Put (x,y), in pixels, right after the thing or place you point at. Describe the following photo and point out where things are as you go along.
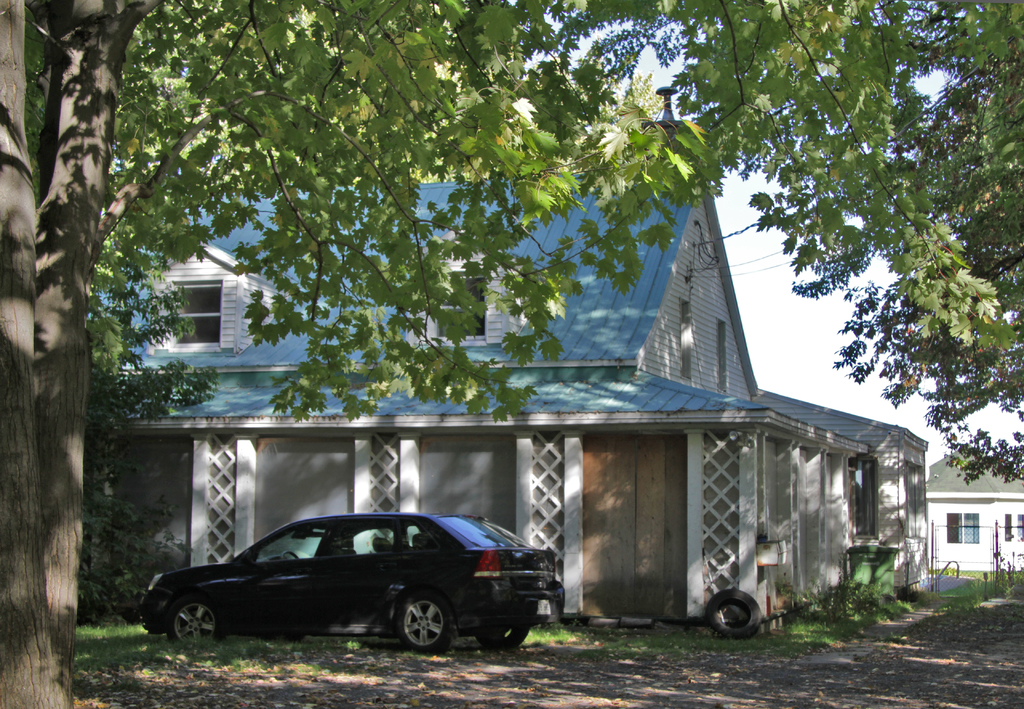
In this image I can see on the left side (193,607) there is a car (368,611), in the middle (671,320) there are houses (683,404). There are trees (1016,259) on either side of this image, at the top (732,204) it is the sky (665,77).
